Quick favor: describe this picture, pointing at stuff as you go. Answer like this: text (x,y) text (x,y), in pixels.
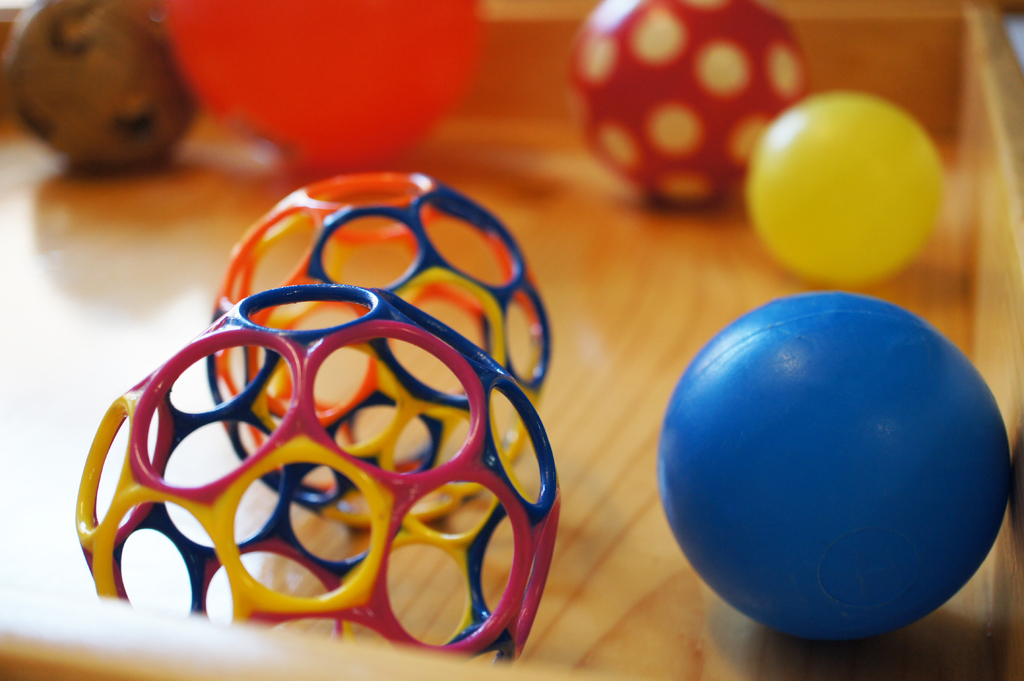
In the image there are some balls (379,314) and other objects (304,295) kept on a wooden surface (811,649).
